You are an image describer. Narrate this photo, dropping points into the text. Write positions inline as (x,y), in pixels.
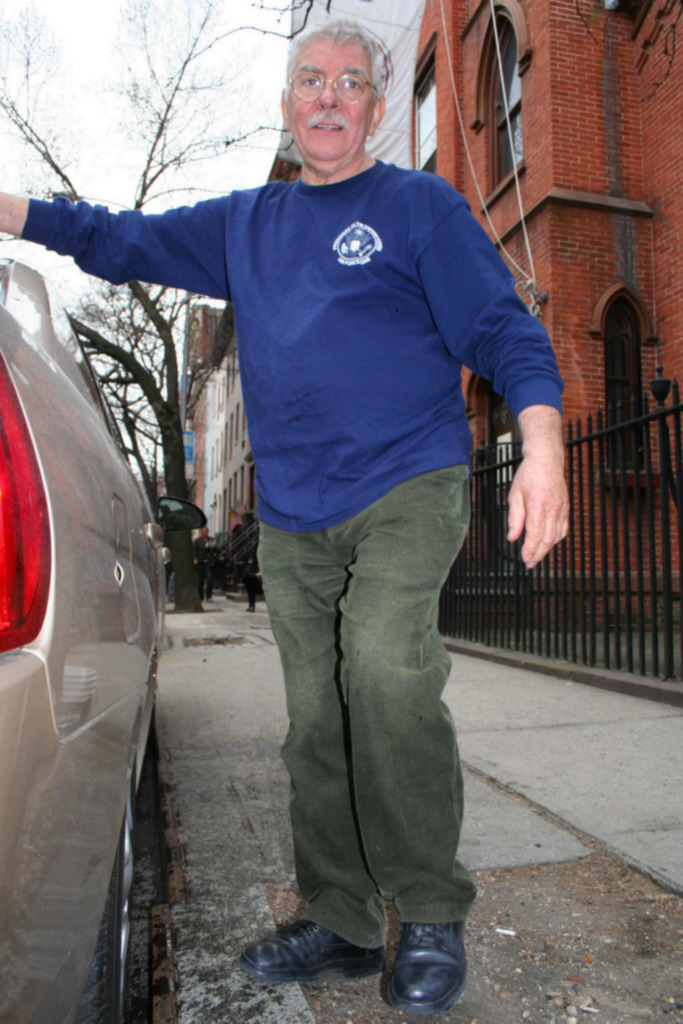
In the middle of the image (352,526) we can see a man (403,373), he wore spectacles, beside him we can see a car (86,447) and fence (499,508), in the background (481,420) we can see few buildings (220,322) and trees (148,356).
